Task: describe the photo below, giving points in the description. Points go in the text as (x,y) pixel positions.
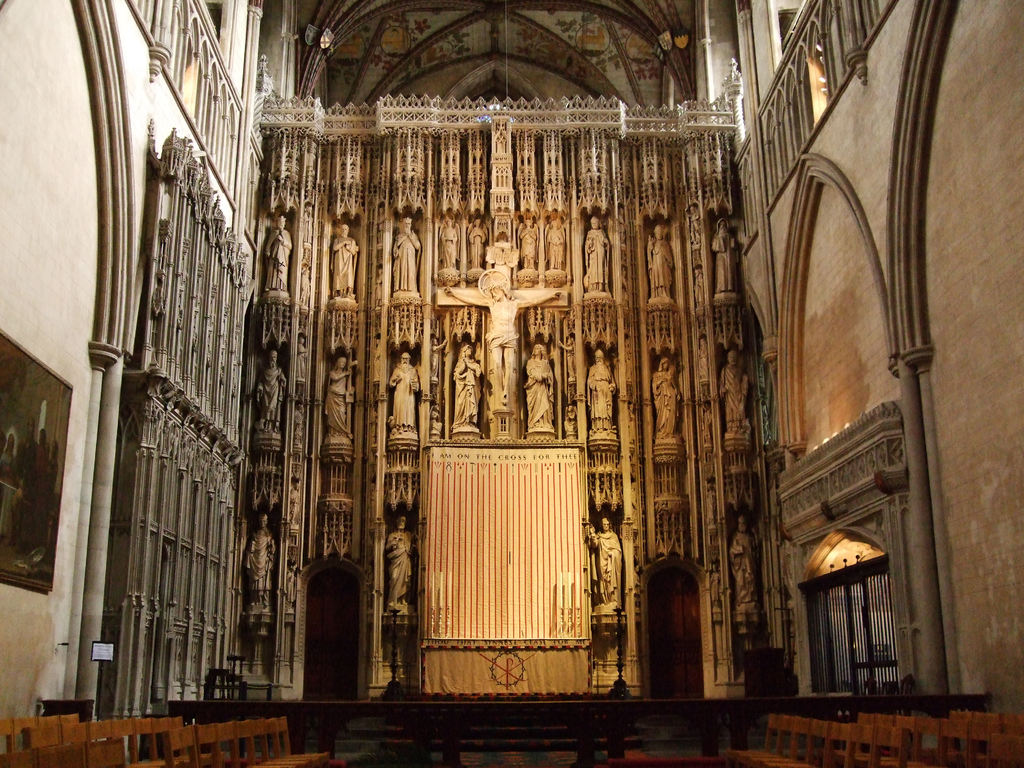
This picture is taken in the building (626,585). In this image, in the middle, we can see two sculptures (401,589). In the middle of the image (510,322), we can also see a statue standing on the wall (633,500). On the right side (985,203), we can see a wall (1016,317), grill door (883,641). On the left side (218,508), we can also see some grills (164,559), pillar (87,570) and a photo frame (55,525) which is attached to a wall (235,168). In the background (254,563), we can see some sculptures (694,211). At the top (453,12), we can see a roof (398,51), at the bottom (991,727), we can see few benches (941,759).
